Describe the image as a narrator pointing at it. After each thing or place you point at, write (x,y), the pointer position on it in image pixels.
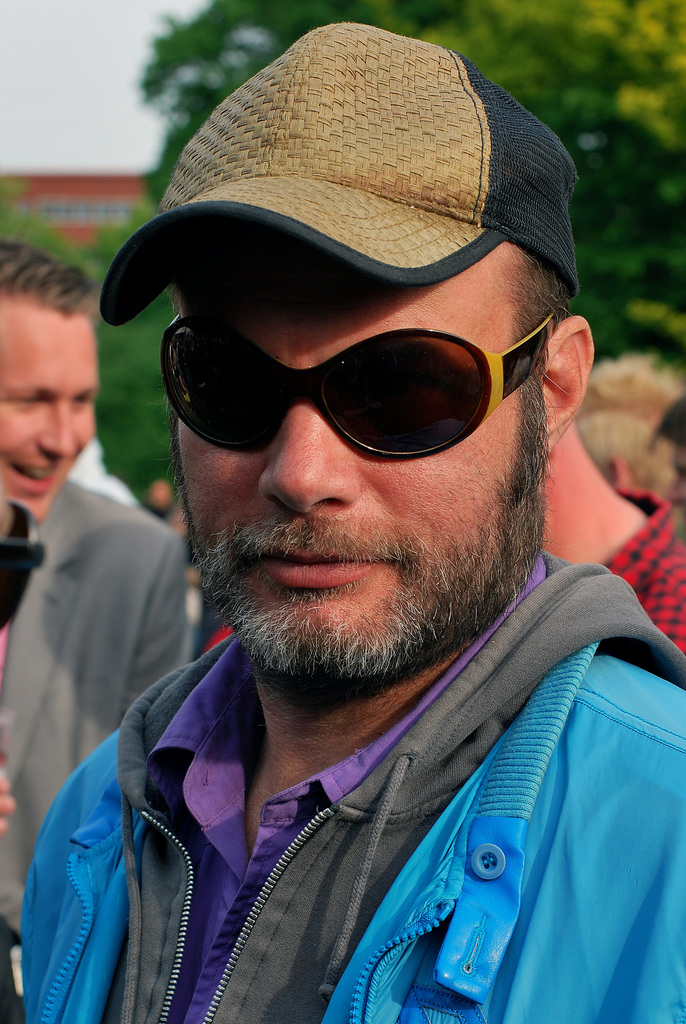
In this image there is a person (393,811) wearing a cap (339,219) on his head (412,643), behind this person (436,695) there are few persons (93,552) standing. In the background (108,153) there are trees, building (80,195) and a sky (34,69).
